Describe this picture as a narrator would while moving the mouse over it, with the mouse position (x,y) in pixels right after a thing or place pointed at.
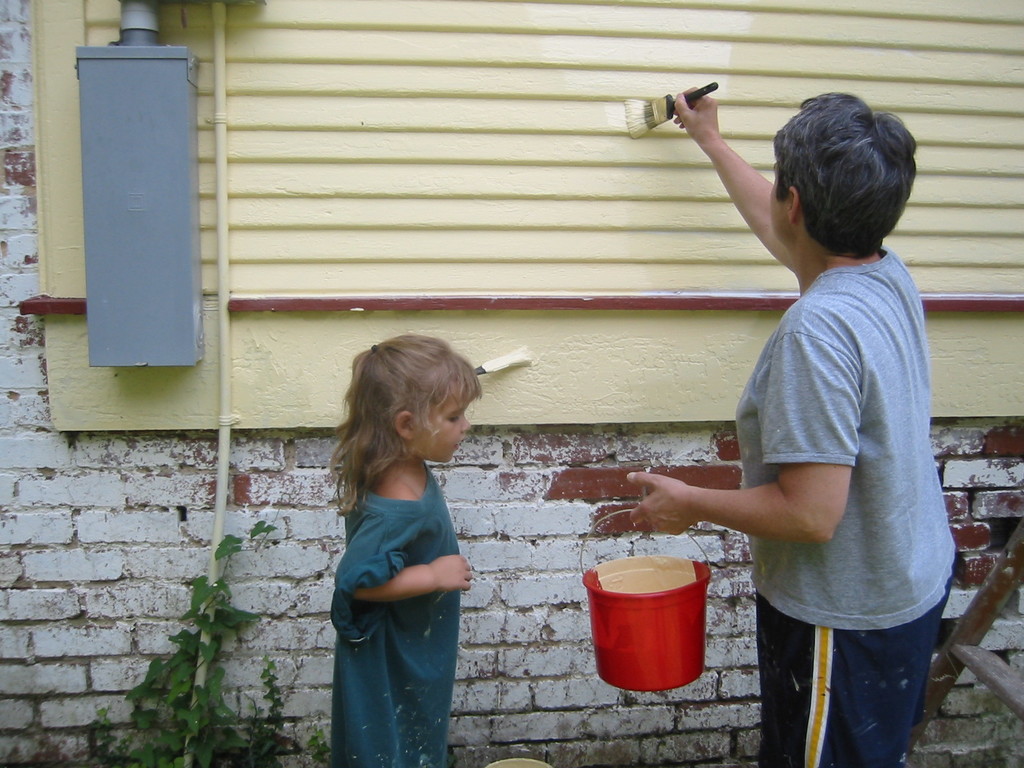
In this image, I can see two persons (776,524) standing and painting a wall (469,215) with wall paint brushes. I can see a man (821,663) holding a bucket (669,644). In the bottom right corner of the image (959,654), it looks like a ladder (972,648). On the left side of the image (142,242), I can see an object (177,230) and a pipe (225,302) attached to the wall (38,111). In the bottom left side of the image (223,735), there is a plant (192,735).
